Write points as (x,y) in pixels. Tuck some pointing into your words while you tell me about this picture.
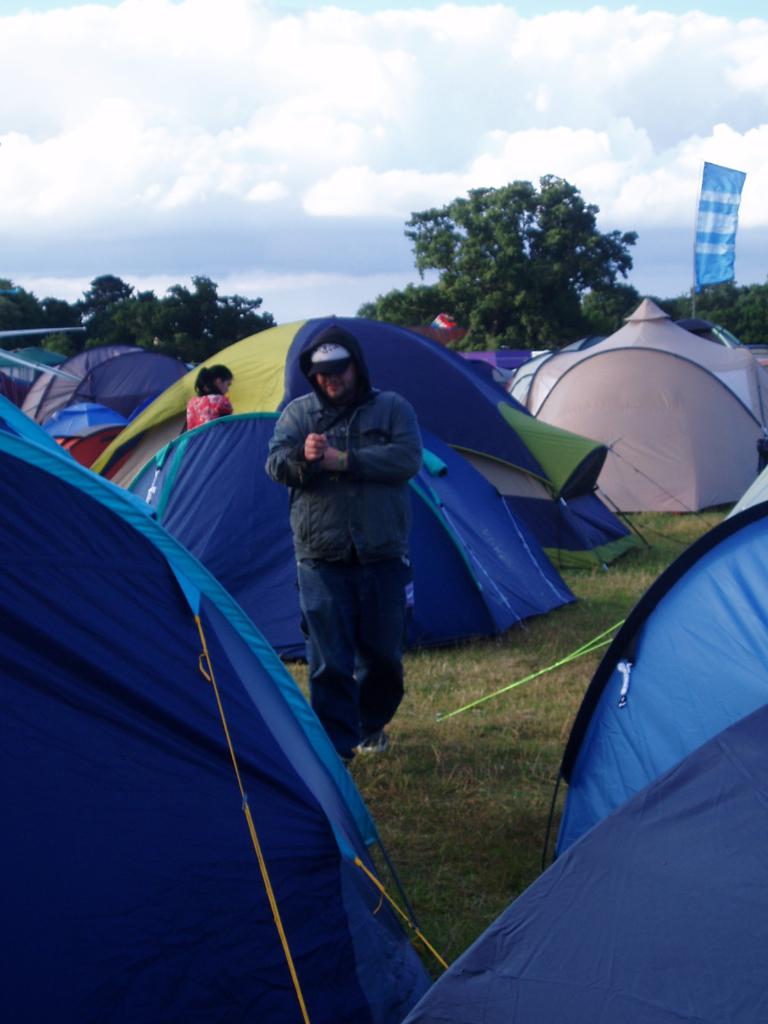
In this image we can see there is a man (297,467) standing on the ground (483,838), he is wearing a jacket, at the back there are many tents (714,557), there are trees (564,209), there is a banner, the sky (292,203) is cloudy.
